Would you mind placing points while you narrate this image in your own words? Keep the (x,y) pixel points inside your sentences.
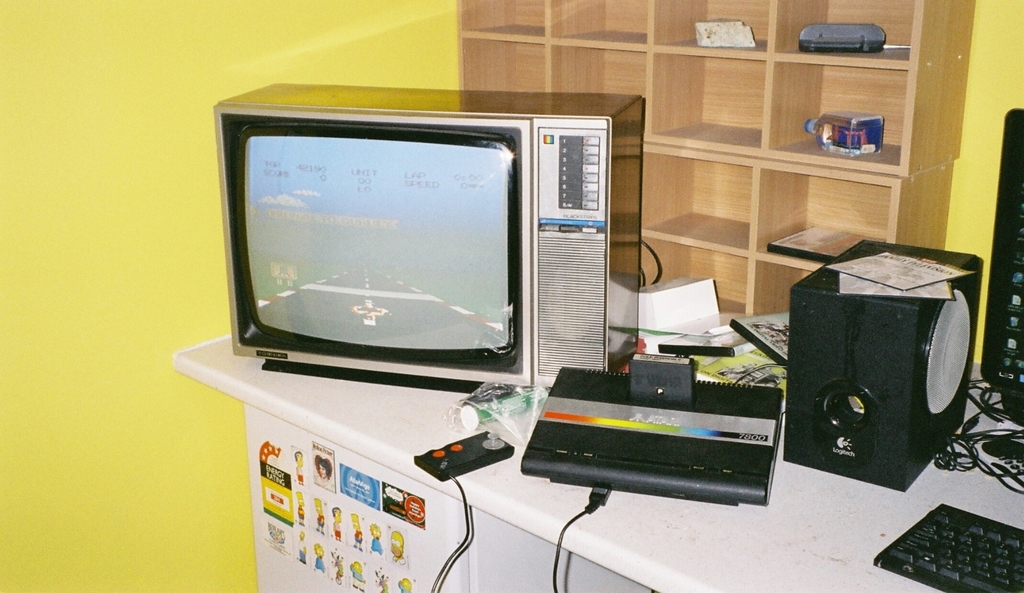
In this image, I can see a television (419,348), speaker (843,351), keyboard (943,525), papers (945,274) and few other objects (687,328) on the table (737,507). I think these are the wooden racks (670,127) with few objects (828,135) in it. At the bottom of the image (273,483), I can see the stickers (268,528) attached to the table (450,541). On the right corner of the image (999,362), that looks like a monitor (1019,303). This is the wall (124,87), which is yellow in color.
